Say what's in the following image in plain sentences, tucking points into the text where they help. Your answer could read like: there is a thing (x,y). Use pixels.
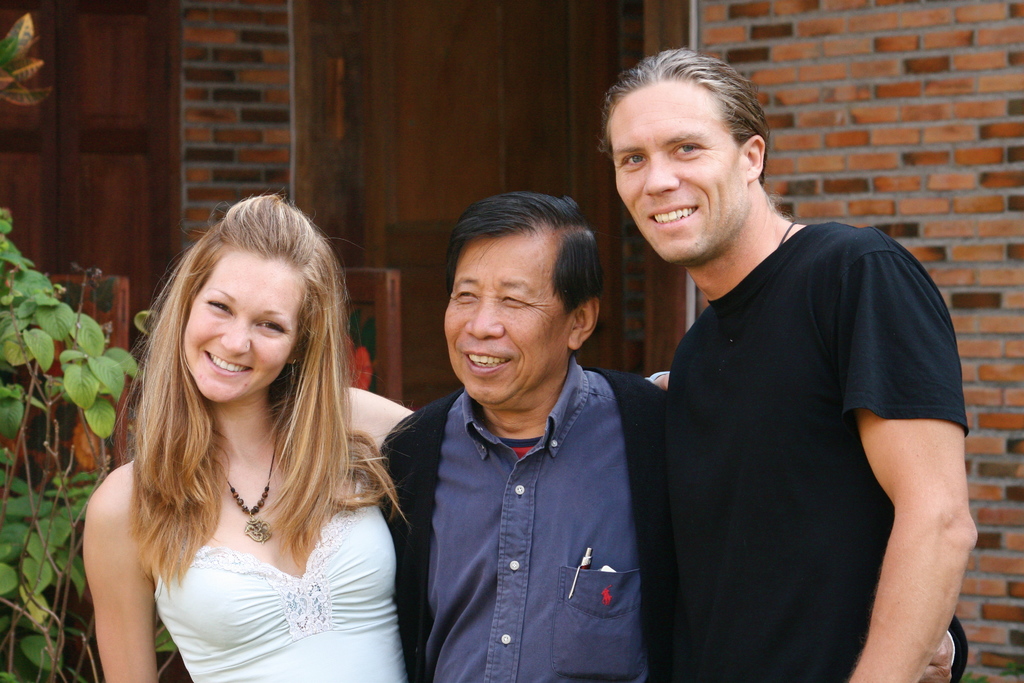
In this image two men (525,447) and a woman (291,402) are smiling and giving pose for the picture. On the left side (41,349) there is a plant (42,351). In the background (434,59), I can see the wall (834,51) and doors (394,125).
